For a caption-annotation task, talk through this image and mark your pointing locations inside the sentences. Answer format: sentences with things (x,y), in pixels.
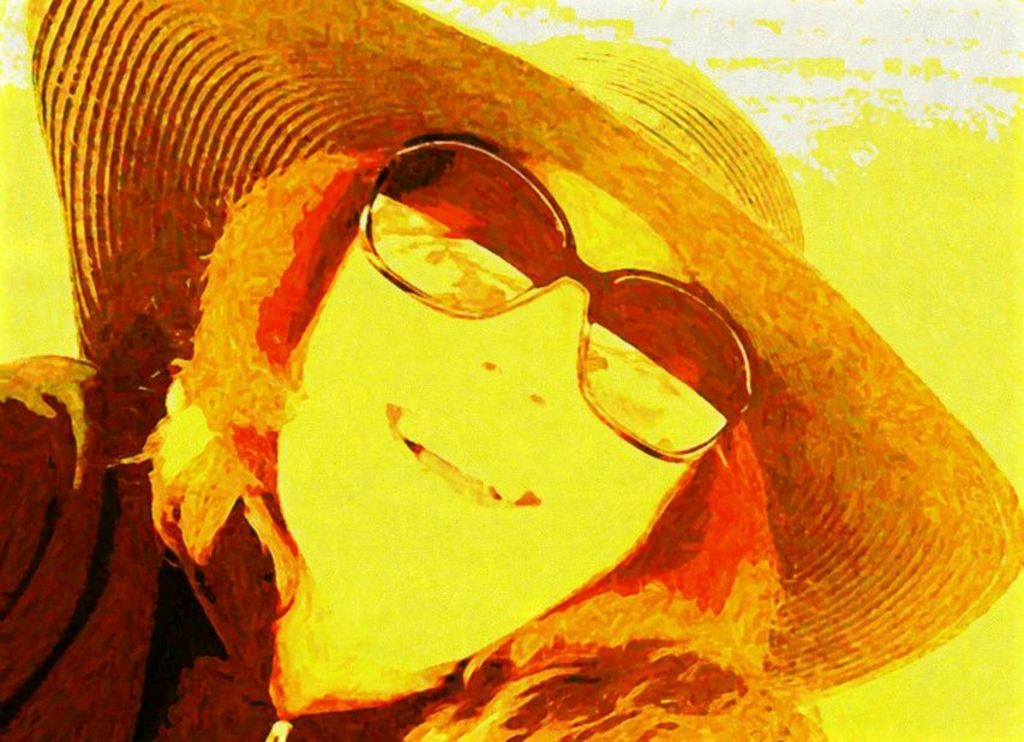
As we can see in the image there is painting (574,427) of a woman (508,269) wearing hat (694,208), goggles (614,332) and black color jacket (124,585).
